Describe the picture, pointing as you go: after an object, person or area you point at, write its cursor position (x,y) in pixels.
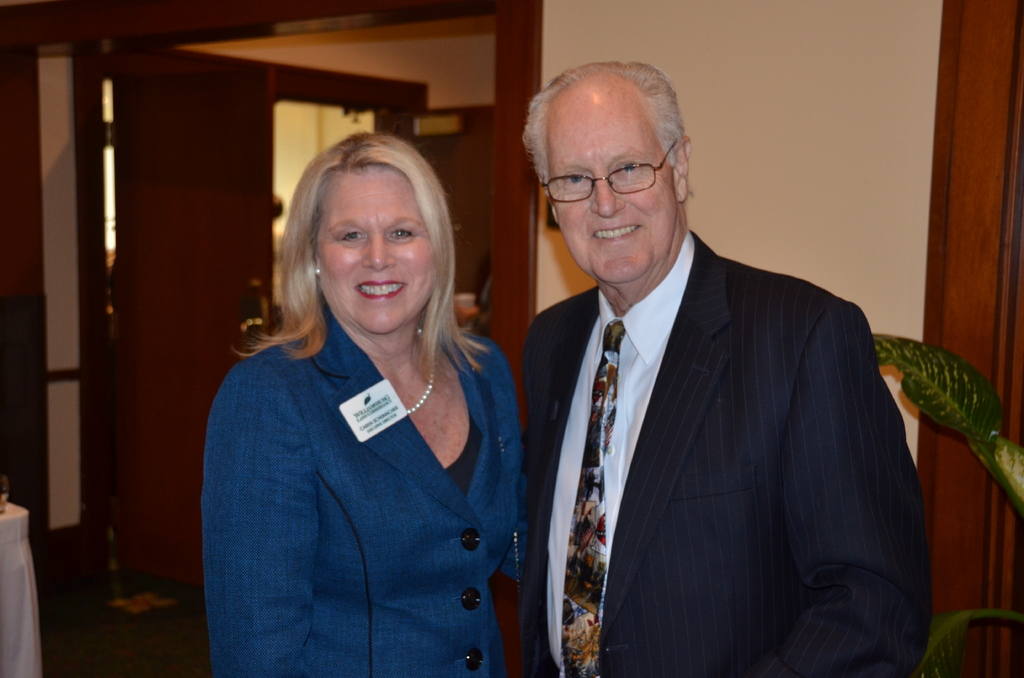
In this image I can see a woman (391,443) is laughing, she wore blue color coat (323,525). Beside her there is an old man (687,411), he wore tie (608,414), shirt (640,399), coat (736,434). On the right side (908,386) there are leaves (975,389) of the plant (933,660).
